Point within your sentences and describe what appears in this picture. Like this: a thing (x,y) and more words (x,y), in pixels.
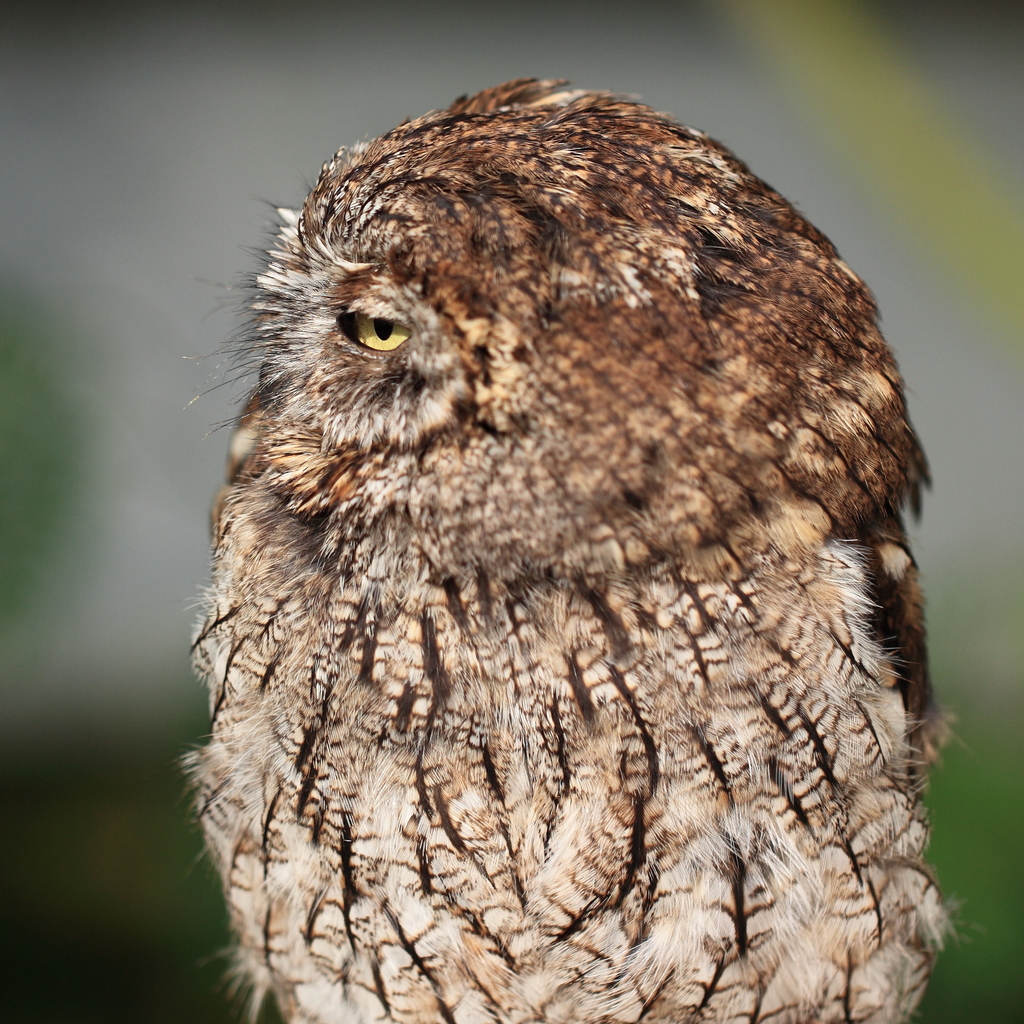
In this image we can see an owl (707,729) and we can also see the blurred background (80,85).
